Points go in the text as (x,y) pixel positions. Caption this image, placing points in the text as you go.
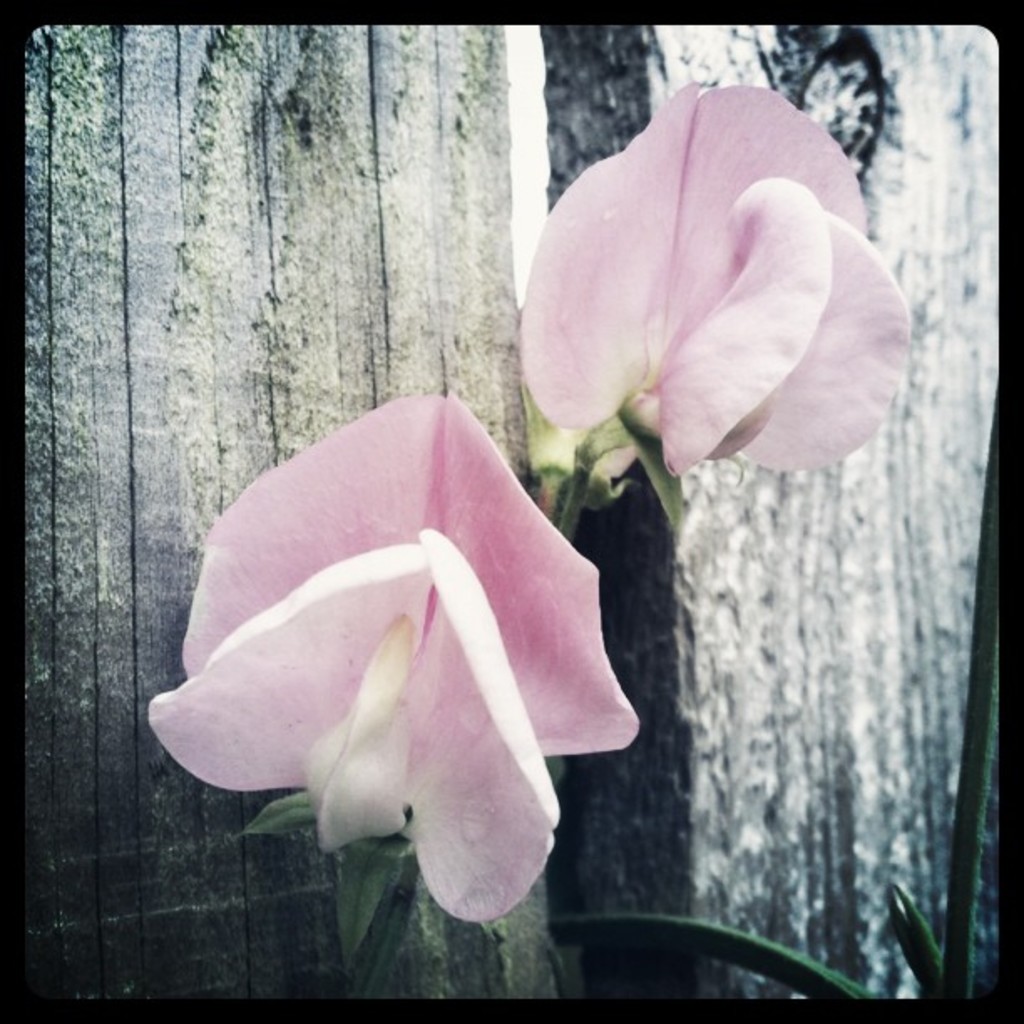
In this image I see 2 flowers (742,321) which are of pink in color and I see the green color thing (974,949) over here.
